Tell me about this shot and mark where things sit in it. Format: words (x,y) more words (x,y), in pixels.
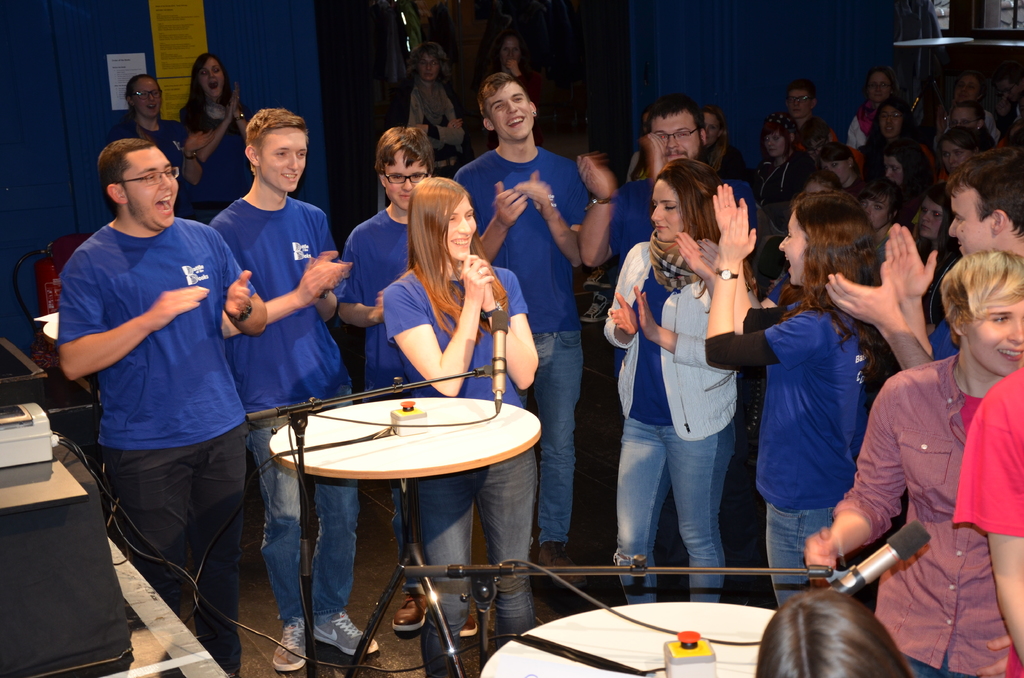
In this image, we can see tables (412,458), mic stands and some objects (395,420) and cables (160,555) and boxes (95,625). In the background (831,35), there are people (250,272) and are clapping hands (743,253) and some of them are wearing glasses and we can see some posters (168,31) on the wall (132,39) and there are curtains (355,10).
